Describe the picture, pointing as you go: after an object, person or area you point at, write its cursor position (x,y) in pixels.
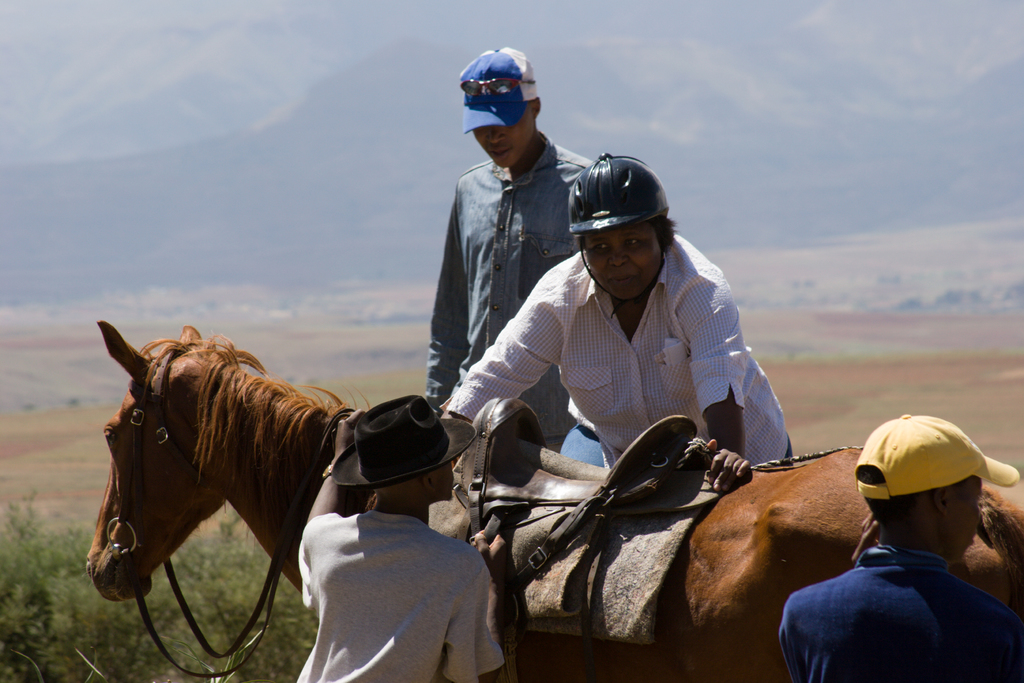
In this picture we can see woman (711,345) trying to sit on a horse (262,453) and man (520,108) wore cap (512,75) and goggles (489,93) watching it here the two boys (370,565) are holding horse (725,541) and in the background (172,163) we can see sky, land (811,343) and trees (69,599).
